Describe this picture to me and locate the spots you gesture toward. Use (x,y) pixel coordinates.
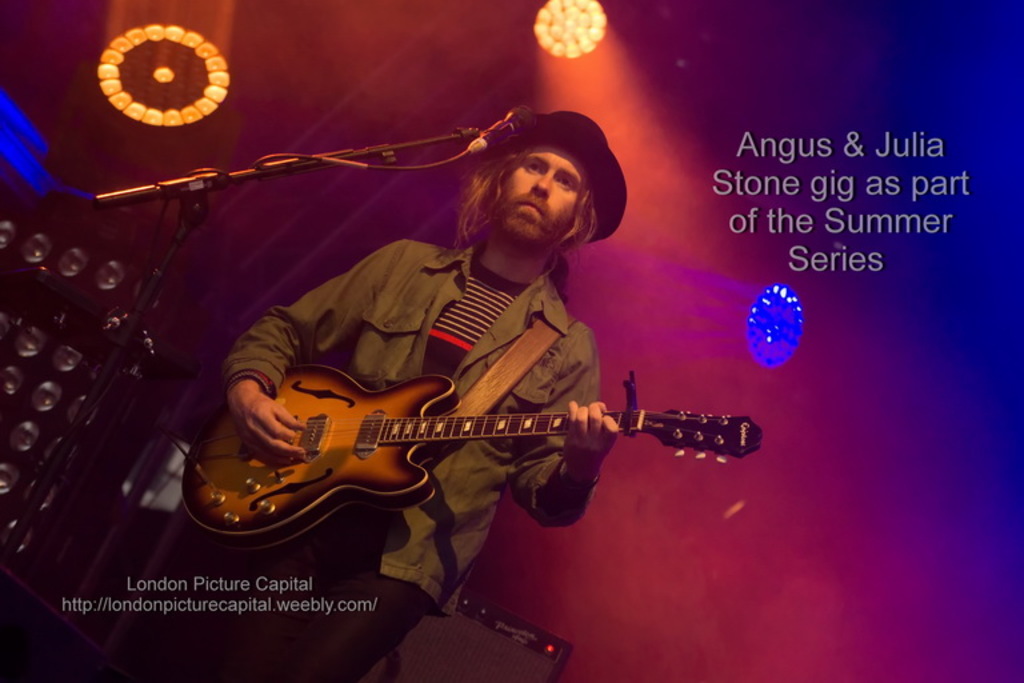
A man (556,138) is playing guitar (295,466) with a mic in front of him. He wears a green color jacket (384,301) and black color hat (537,140). There are lights (564,48) with design (180,98) in the background (563,32).
